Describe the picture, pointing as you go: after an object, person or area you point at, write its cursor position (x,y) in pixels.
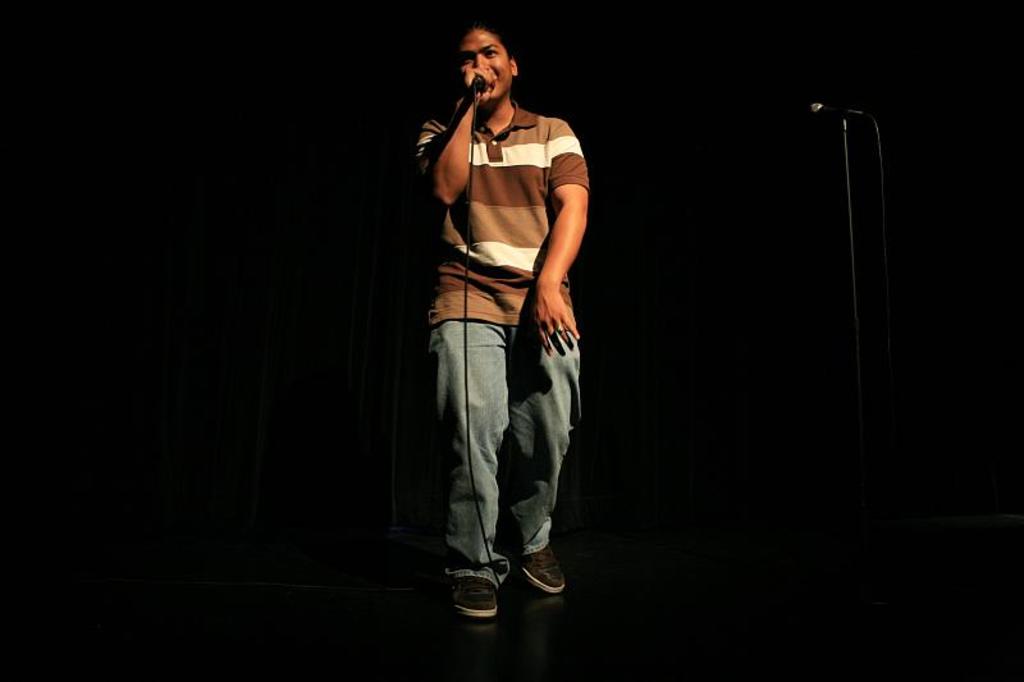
In the image there is a man (484,131) standing and holding a mic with the wire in the hand (483,94). On the right side of the image (837,115) there is a stand (850,284) with mic (827,107) and wire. And there is a black background (714,247).
